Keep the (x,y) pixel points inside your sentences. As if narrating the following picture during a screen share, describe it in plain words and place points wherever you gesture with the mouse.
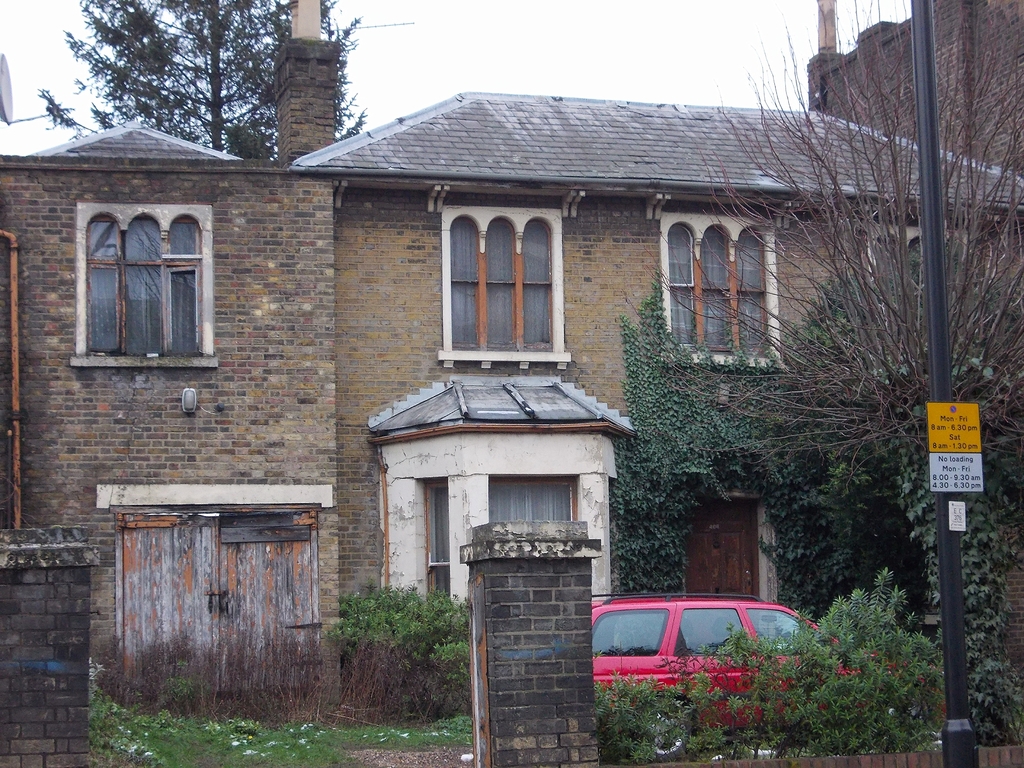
In this image I see a building (732,237) and I see windows (487,270) and 2 doors (256,576) and I see a car (596,657) over here which is of red in color and I see the plants (325,681) and the trees (973,268) and I see a pole (943,530) over here on which there are 2 boards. In the background (721,81) I see the sky (429,90).
